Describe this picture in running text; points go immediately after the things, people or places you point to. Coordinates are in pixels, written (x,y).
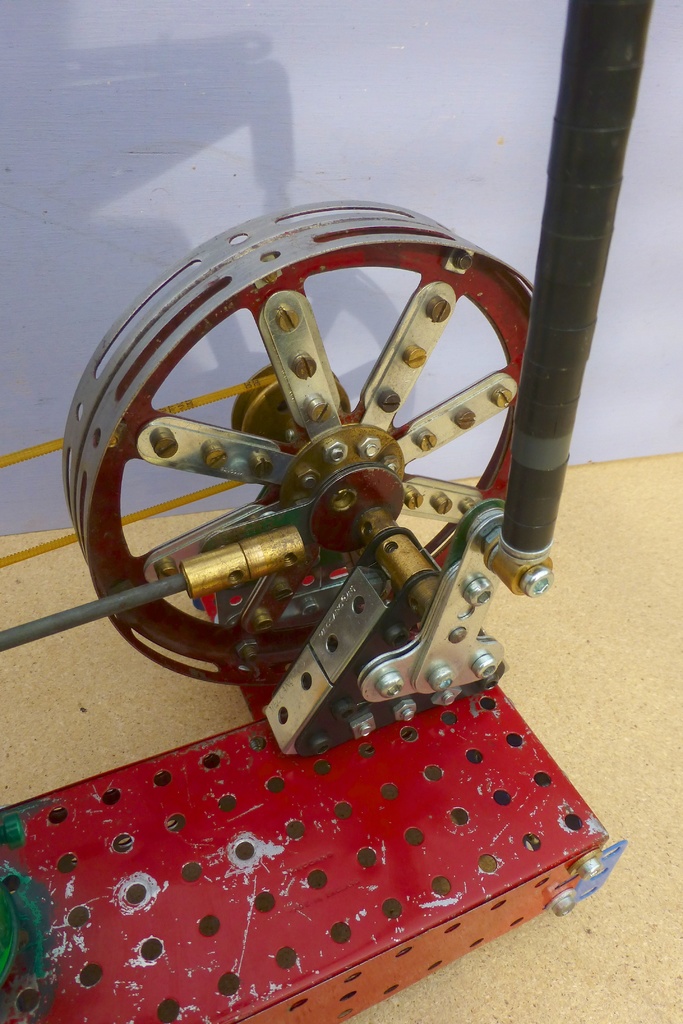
In this picture, it seems like a spinning frame (400,686) in the foreground (361,710).
